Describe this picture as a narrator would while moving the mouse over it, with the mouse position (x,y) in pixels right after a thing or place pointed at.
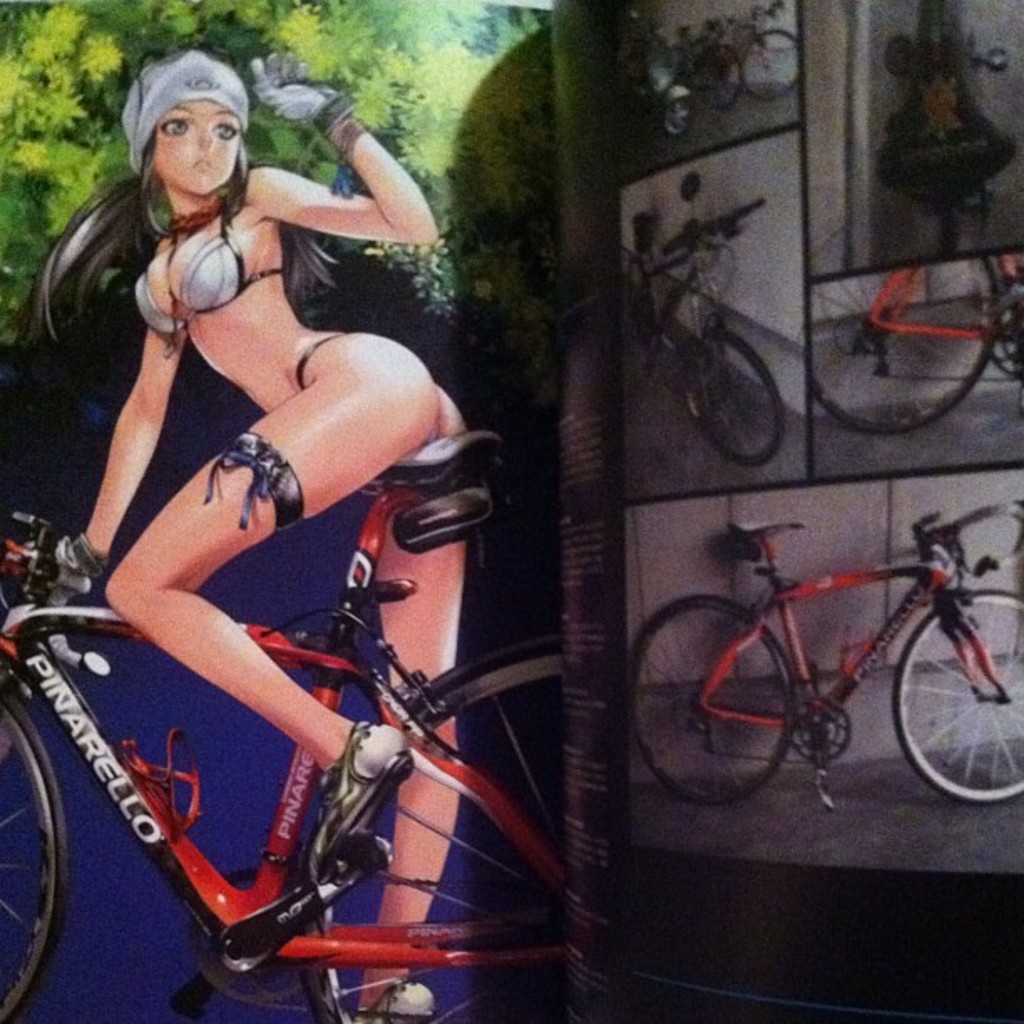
It's an animated pic in this a beautiful (399,353) girl is riding the cycle (177,844).
